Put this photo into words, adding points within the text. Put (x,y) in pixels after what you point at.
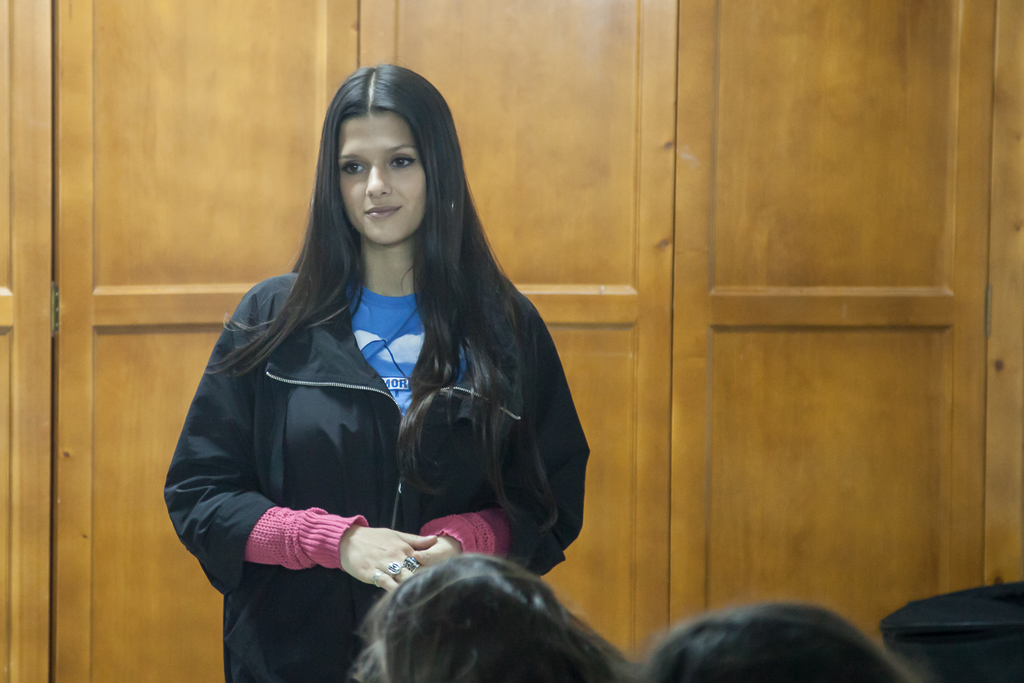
In this image we can see few people (433,448), a person (369,409) is standing and in the background (288,89) there are wooden objects (576,199) which looks like doors (625,204).
